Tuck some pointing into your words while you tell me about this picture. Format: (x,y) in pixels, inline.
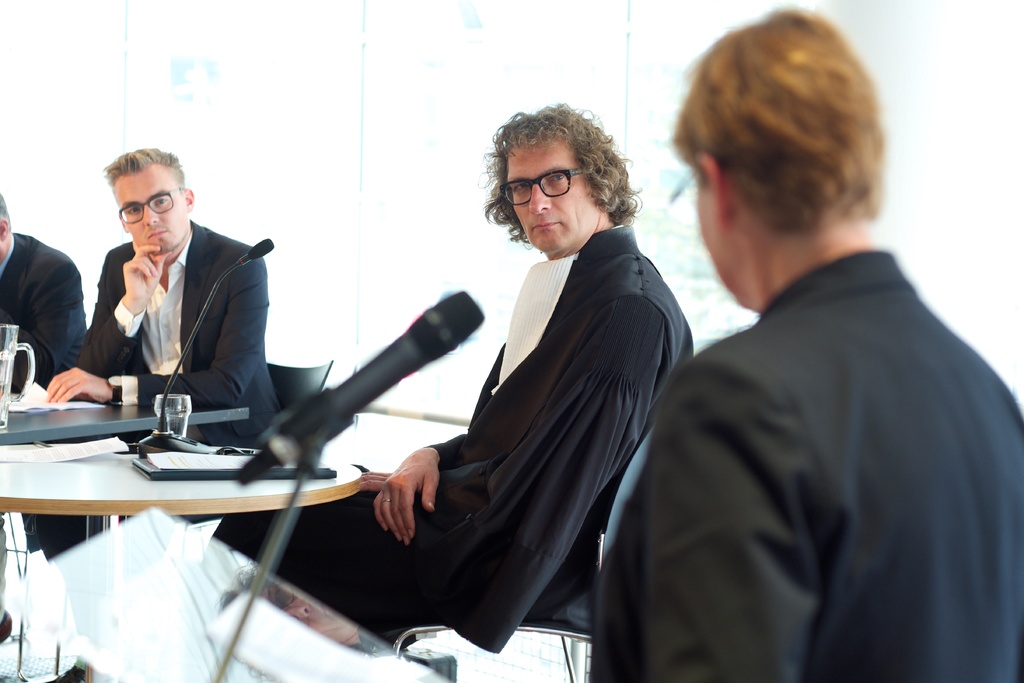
In this image i can see few persons (223,285) sitting on the chair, there is a micro phone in front of a man (215,241), there are few glasses (167,413), paper (122,443), jug (17,352) on a table (55,440).
